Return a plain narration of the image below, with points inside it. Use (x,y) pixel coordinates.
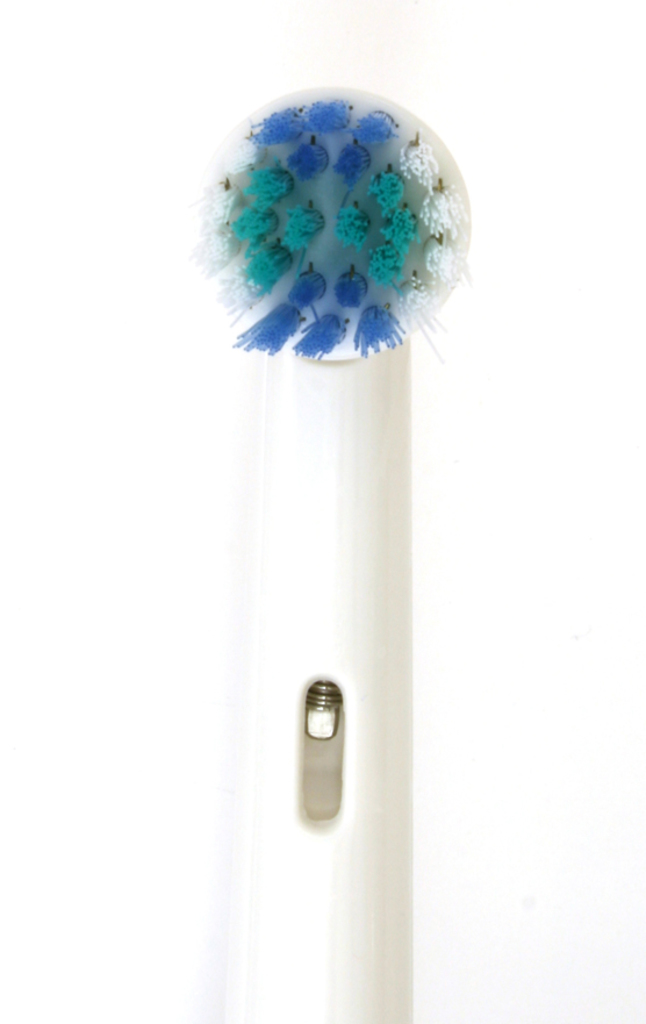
In this picture we can see brush (221,293). In the background of the image (422,571) it is white.
